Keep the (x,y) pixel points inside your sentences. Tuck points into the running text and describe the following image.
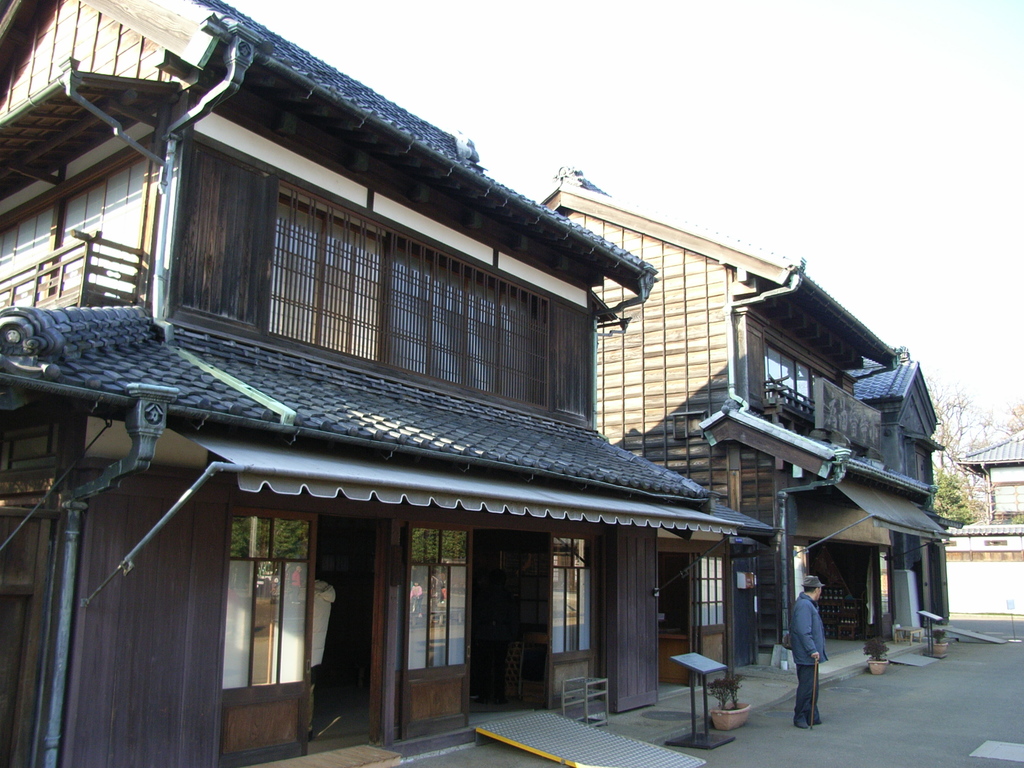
In this image we can see the buildings (858,584) with windows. And we can see a person (805,702) standing in front of the building (793,595) and holding stick (811,727). There are trees (949,481), board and sky (838,51) in the background (818,51).
